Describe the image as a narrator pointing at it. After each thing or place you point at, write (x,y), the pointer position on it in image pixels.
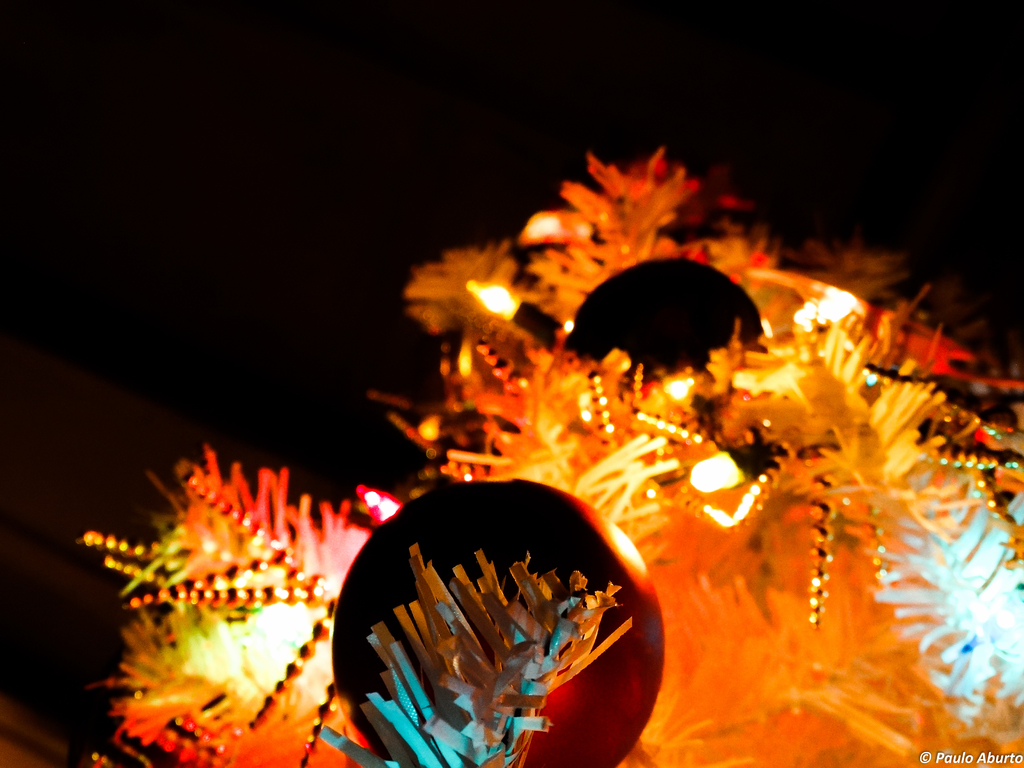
In this image, we can see streamers (572,390), lights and balls (428,596). At the bottom (939,758), there is some text (956,758) and the background (134,87) is dark.
